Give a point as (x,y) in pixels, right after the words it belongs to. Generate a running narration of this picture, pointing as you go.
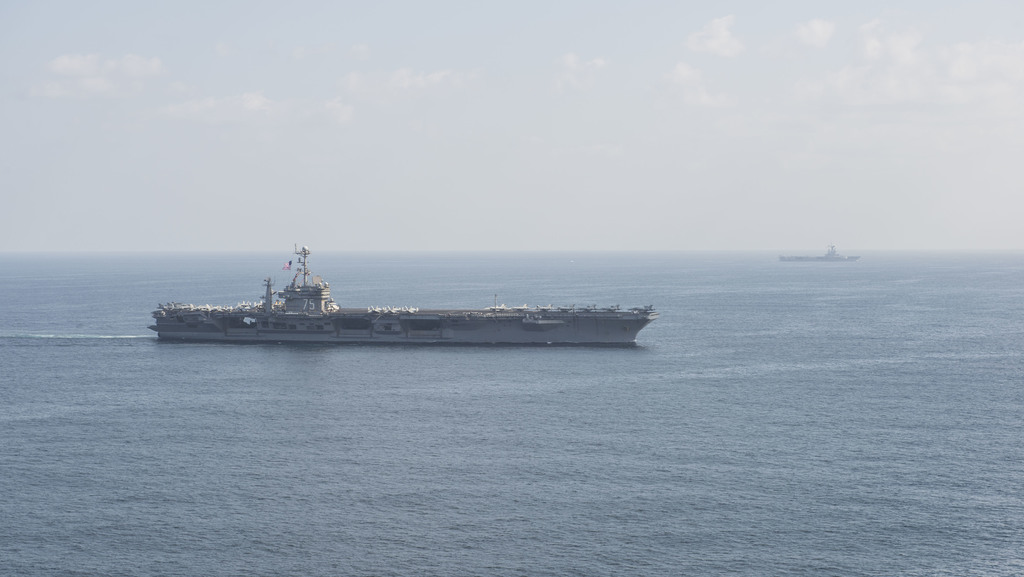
In this image we can see a two ships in a large water body (586,396). On the backside (667,111) we can see the sky (605,82) which looks cloudy.
